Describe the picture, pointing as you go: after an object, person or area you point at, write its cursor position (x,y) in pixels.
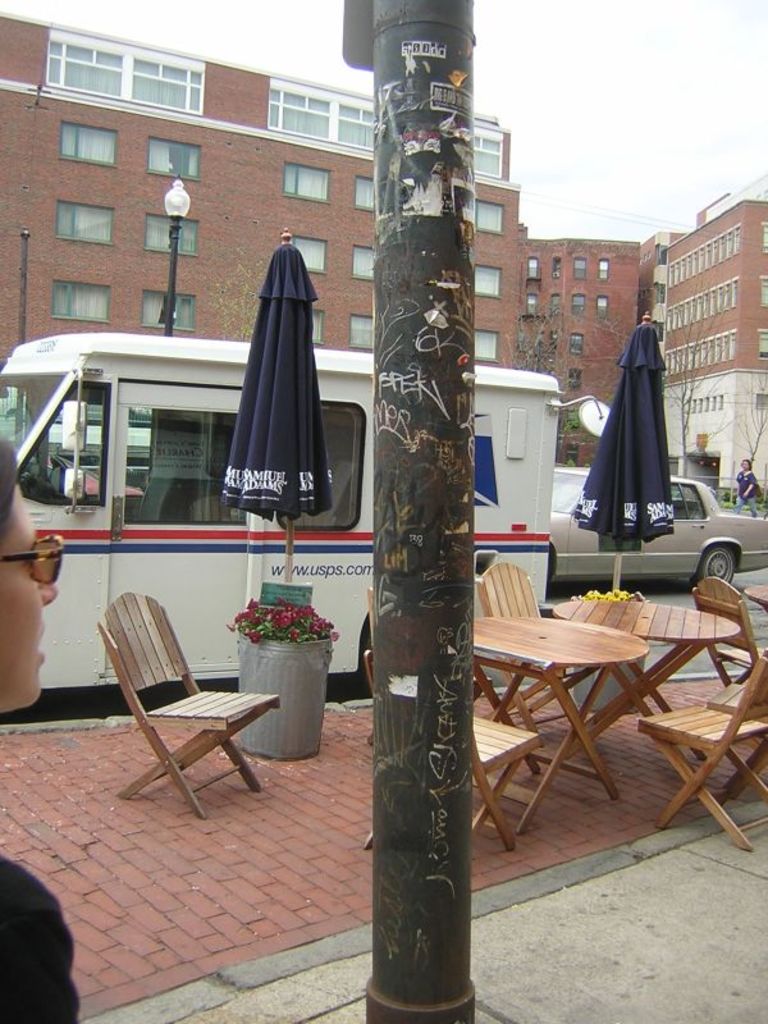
In the image we can see there are table (694,639) and chairs (128,648) on the footpath (640,755) and the cars (694,497) and vans (230,520) is parked on the road (748,570) and at the back (616,331) there are buildings (103,272).
